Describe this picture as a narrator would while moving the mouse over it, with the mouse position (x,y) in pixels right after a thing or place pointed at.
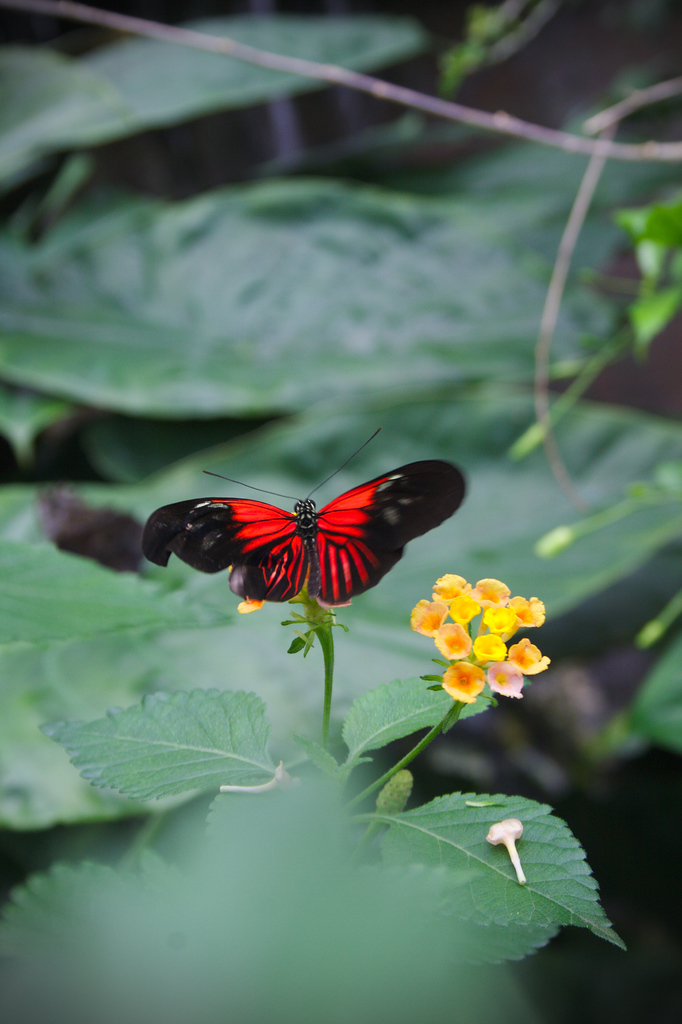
In this image I can see a butterfly (153,544) which is in red and black color. I can also see few flowers (498,655) in yellow, orange and pink color. Background (503,402) I can see leaves (196,360) in green color.
